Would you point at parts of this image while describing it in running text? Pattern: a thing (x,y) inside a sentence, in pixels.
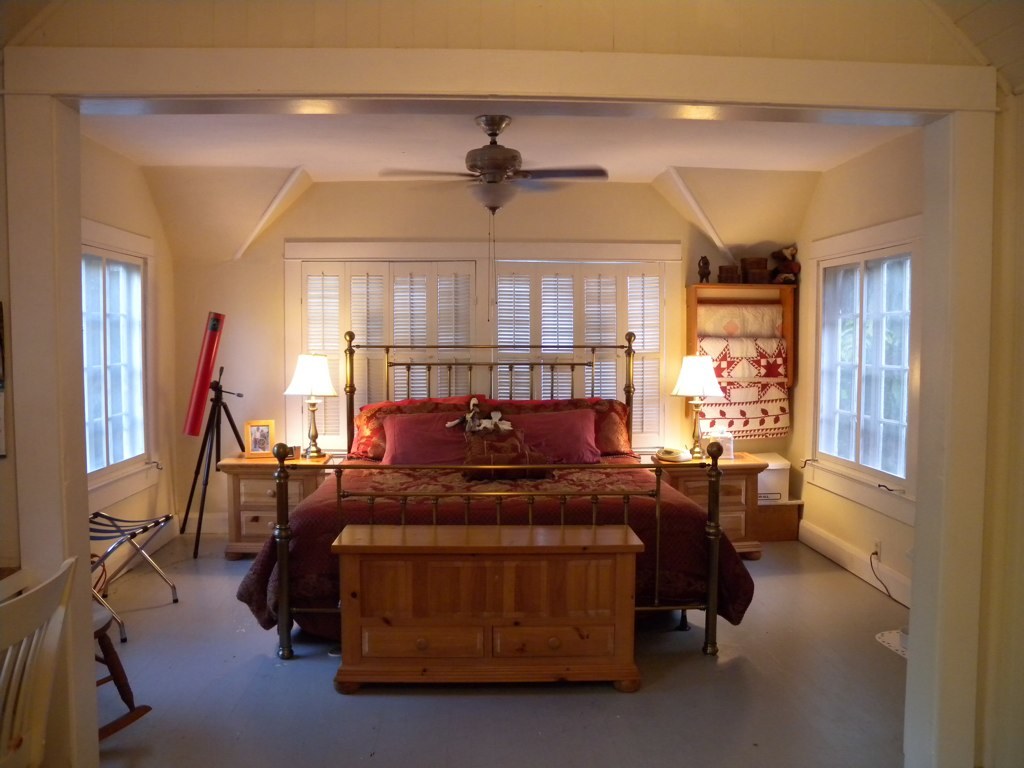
The image is taken in the room (296,590). In the center of the image (419,473) there is a bed (505,468) and we can see cushions (464,448) placed on the bed (517,513). At the bottom (354,680) there is a table (443,670) and we can see stands (736,492). There are lamps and photo frames (258,438) placed on the stands (292,461). On the left (198,466) there is a chair (103,625) and we can see a stand (202,450). In the background (188,237) there is a wall (222,255) and windows (581,268). At the top (479,184) there is a fan (495,180).
